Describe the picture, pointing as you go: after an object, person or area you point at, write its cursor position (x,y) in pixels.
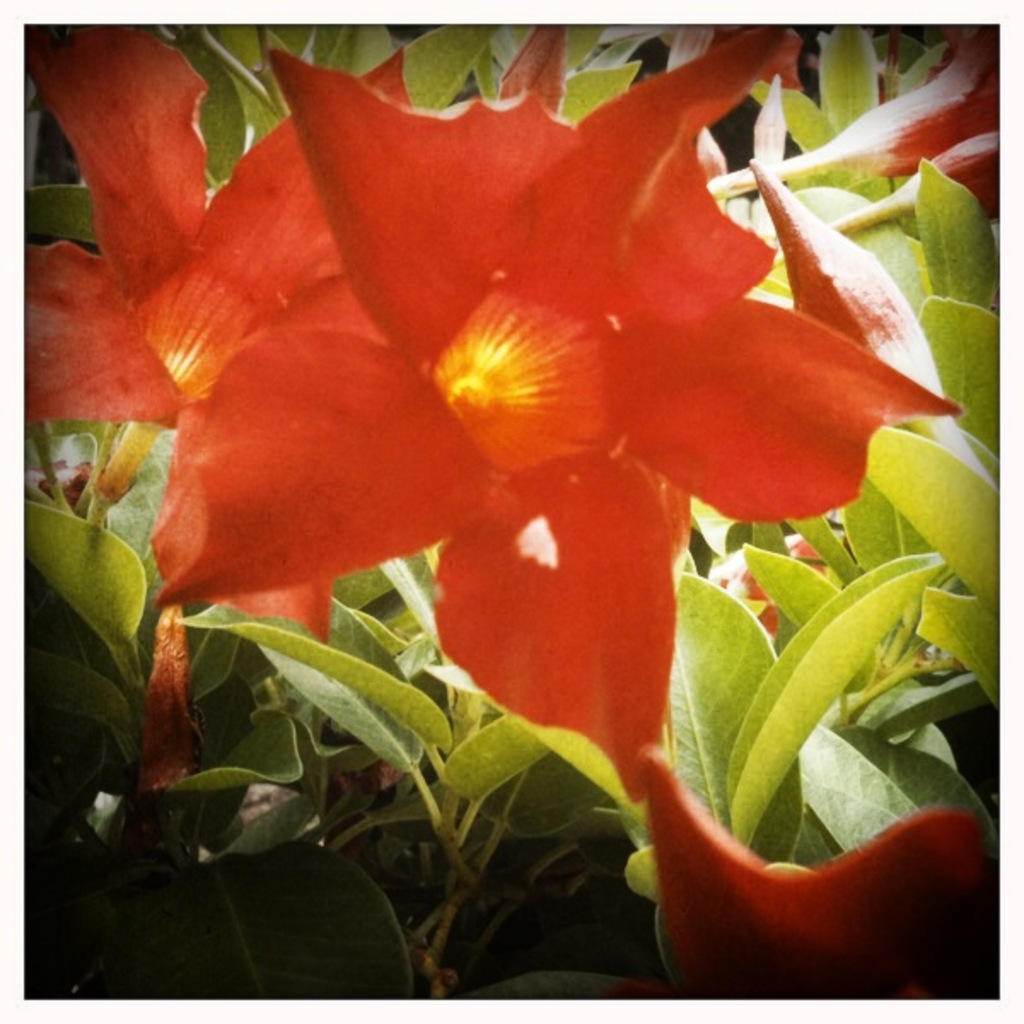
In the foreground of this image (532,362), there are red flowers (467,420) and in the background (512,761), there are leaves (376,820).
